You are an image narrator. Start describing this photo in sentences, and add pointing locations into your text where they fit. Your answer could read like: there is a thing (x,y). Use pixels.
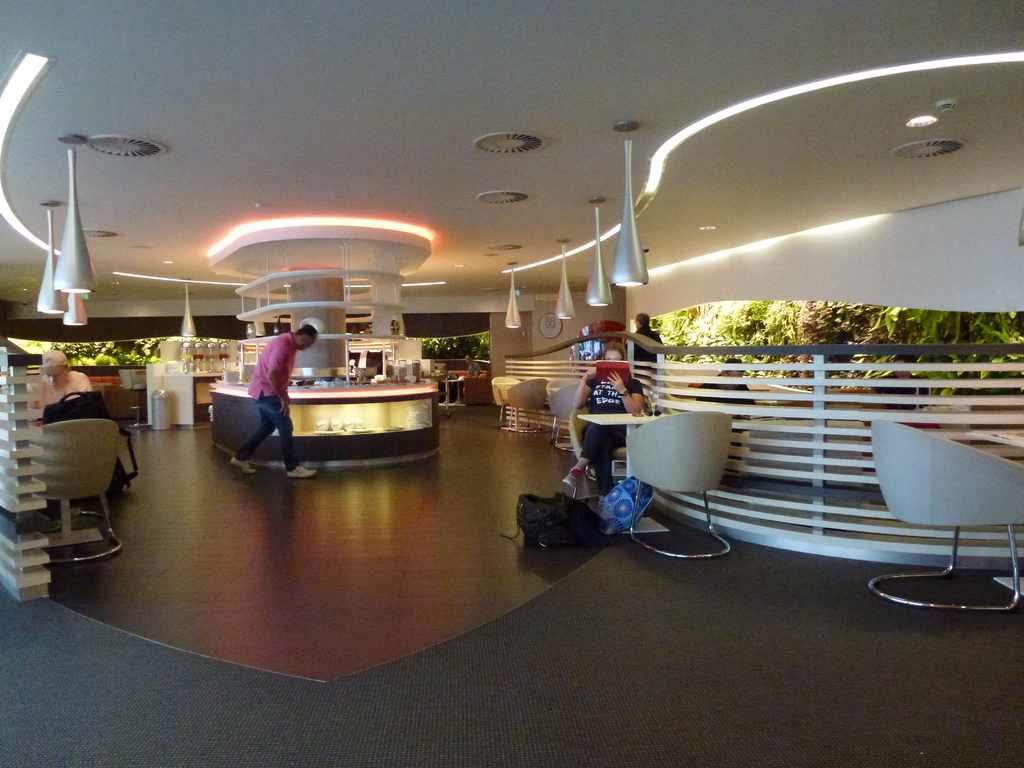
In the picture there is man (277,400) in the middle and on right side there is person (605,433) sitting on chair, this seems to be inside a hotel (691,177). On the ceiling (641,202) there are lights (637,249) and over the right side (733,322) background (737,337) there are plants (960,343).
